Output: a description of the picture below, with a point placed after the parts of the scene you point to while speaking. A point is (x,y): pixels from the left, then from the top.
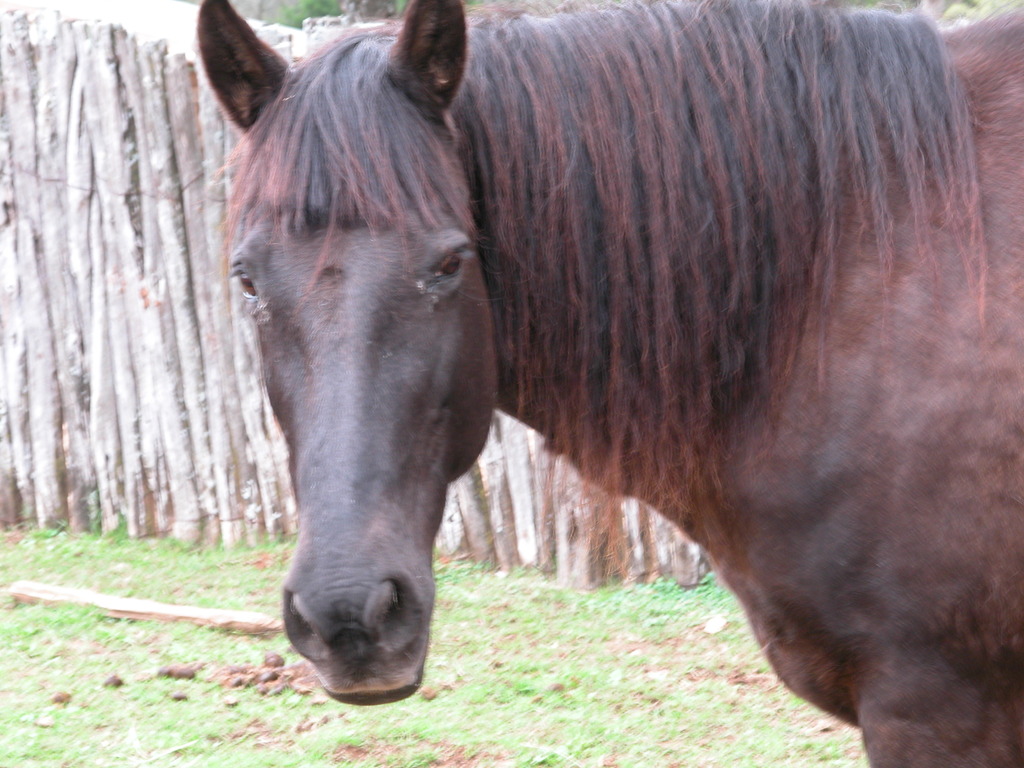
This picture contains a horse (656,264). This horse (797,429) is in brown color. At the bottom of the picture (534,728), we see the grass (104,669) and a wooden stick (146,613). In the background (99,328), we see a wooden fence (83,216). This picture might be clicked in the horse stable (519,538).
